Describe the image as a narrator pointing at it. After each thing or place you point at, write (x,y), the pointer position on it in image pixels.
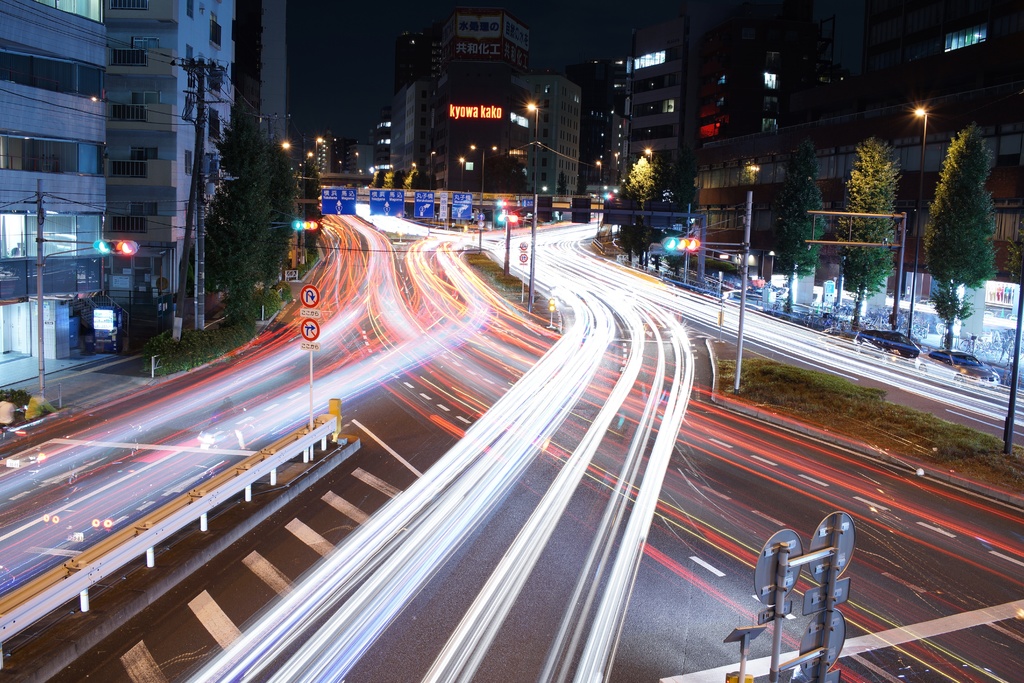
In this image we can see board (815,632) to the pole (748,646), roads (559,447), light poles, trees (237,266), current poles (201,77), wires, buildings (16,191), cars (956,367) parked here and the dark sky (344,99) in the background (332,85).
